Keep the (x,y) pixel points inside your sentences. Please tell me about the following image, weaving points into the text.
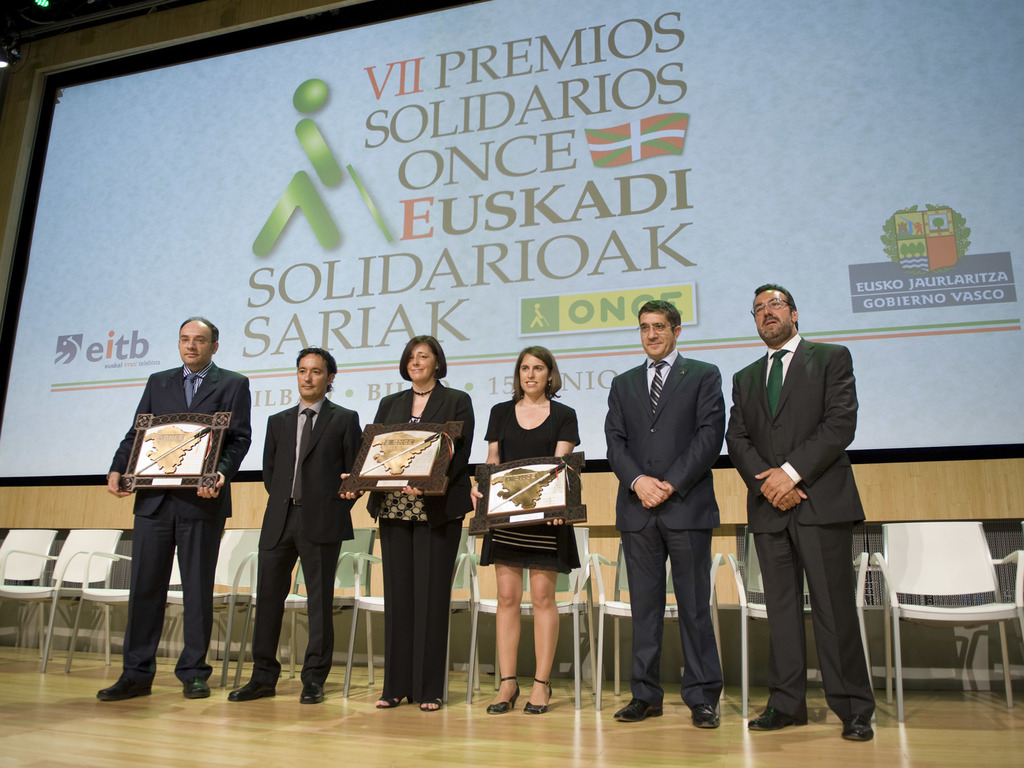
Here, we can see six members (671,466) standing on the stage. Among them, four of them are men (738,431) and remaining two are women (525,425). These two woman (424,410) are holding shields (483,469) and one of the men (152,400) is also holding the shield (185,449) who is in the last left corner (184,466). Behind them we can see ten chairs (888,575). These people (700,523) they are wearing blazers (632,414). Behind these people (652,558) we can see a screen (767,187) where we can display the elements (925,231).
